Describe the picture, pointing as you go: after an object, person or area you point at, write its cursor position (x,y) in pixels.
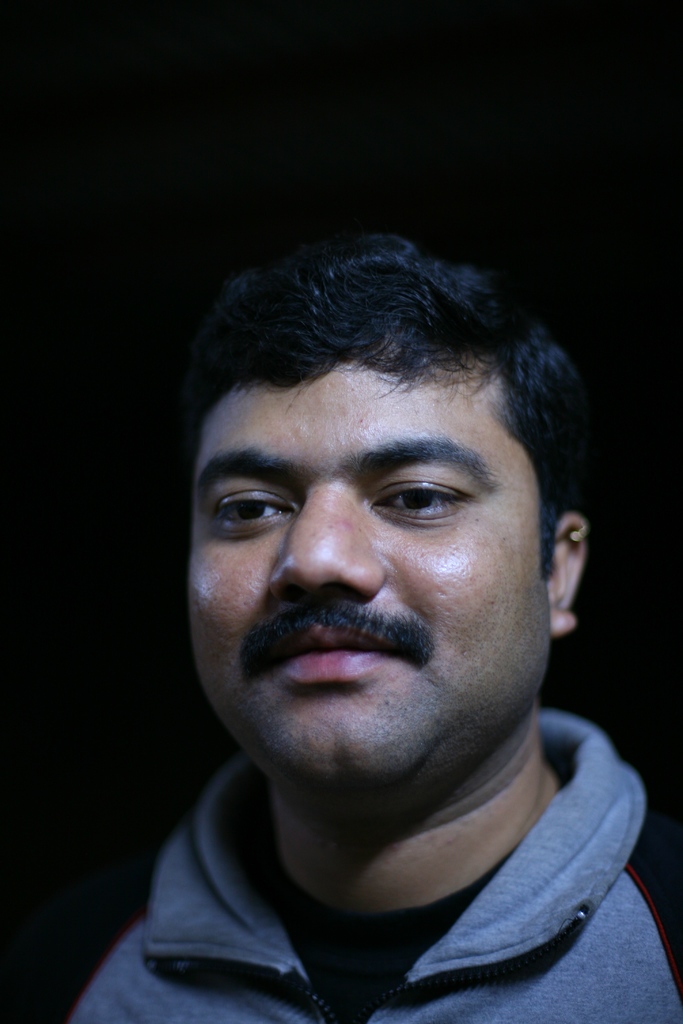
In the image there is a man (356,316) in grey t-shirt (606,965) smiling and the background (492,105) is dark.
